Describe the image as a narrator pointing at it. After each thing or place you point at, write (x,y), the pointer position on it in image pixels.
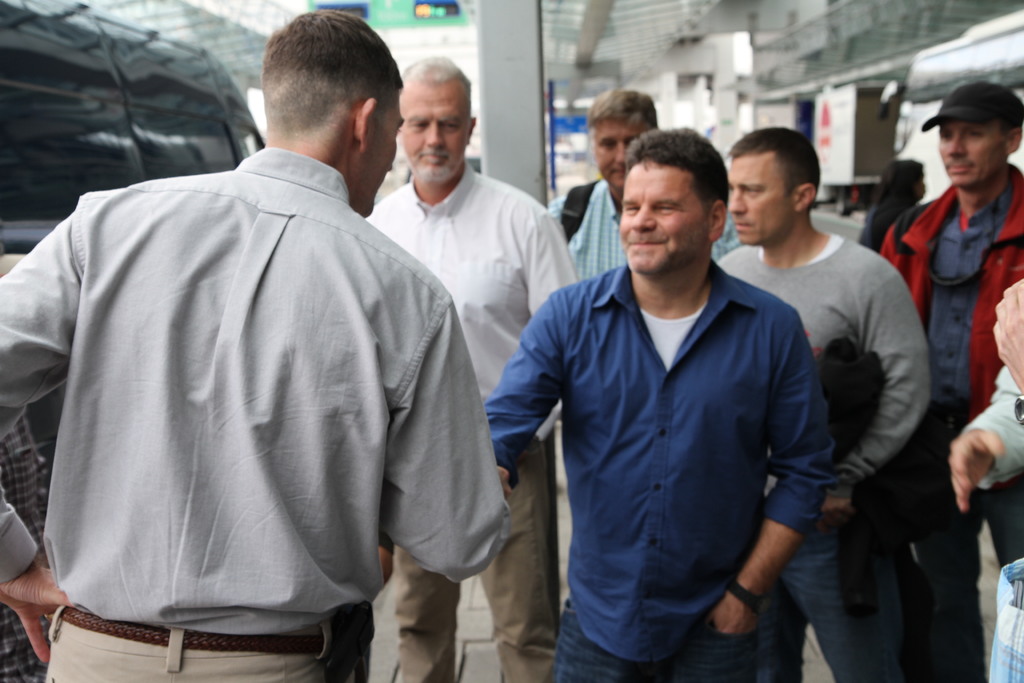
In this image there are people (520,509) standing and two people (284,522) shaking their hands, in the background (579,16) it is blurred.
